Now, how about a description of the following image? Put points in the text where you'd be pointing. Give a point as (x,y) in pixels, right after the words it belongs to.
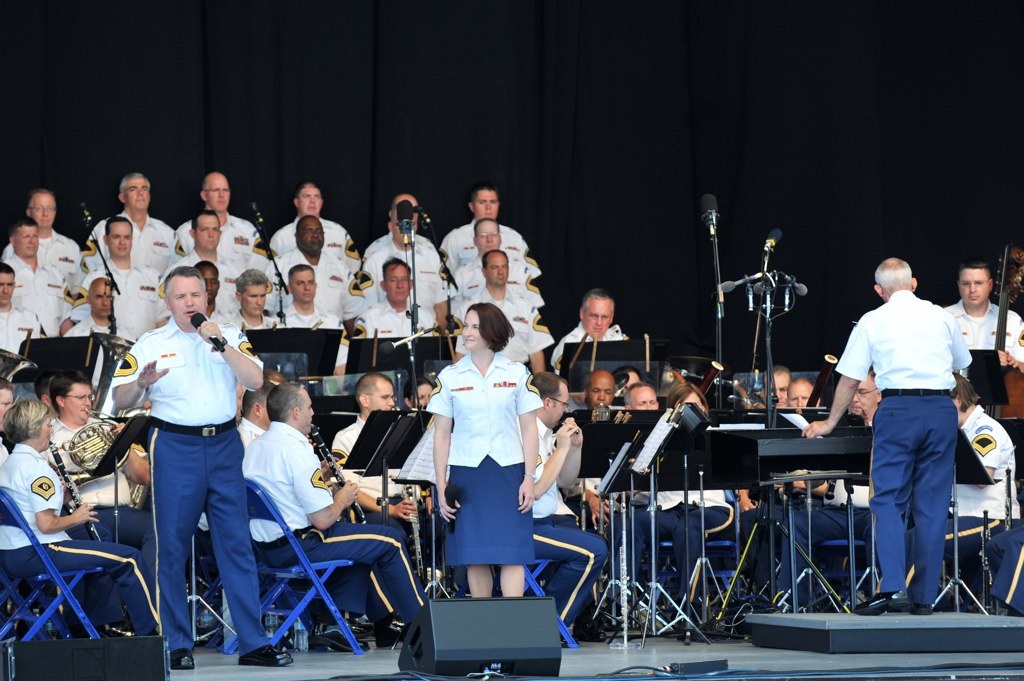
In this image we can see group of persons (102,319) are standing on the stage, they are wearing the white dress (384,240), there are group of people (578,481) sitting on the chairs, and holding the musical instrument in the hand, there a man (206,356) is standing, and singing, and holding the microphone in the hands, there a person (929,382) is conducting the band (1021,536), there a woman (499,440) is standing, the background (718,115) is black.
